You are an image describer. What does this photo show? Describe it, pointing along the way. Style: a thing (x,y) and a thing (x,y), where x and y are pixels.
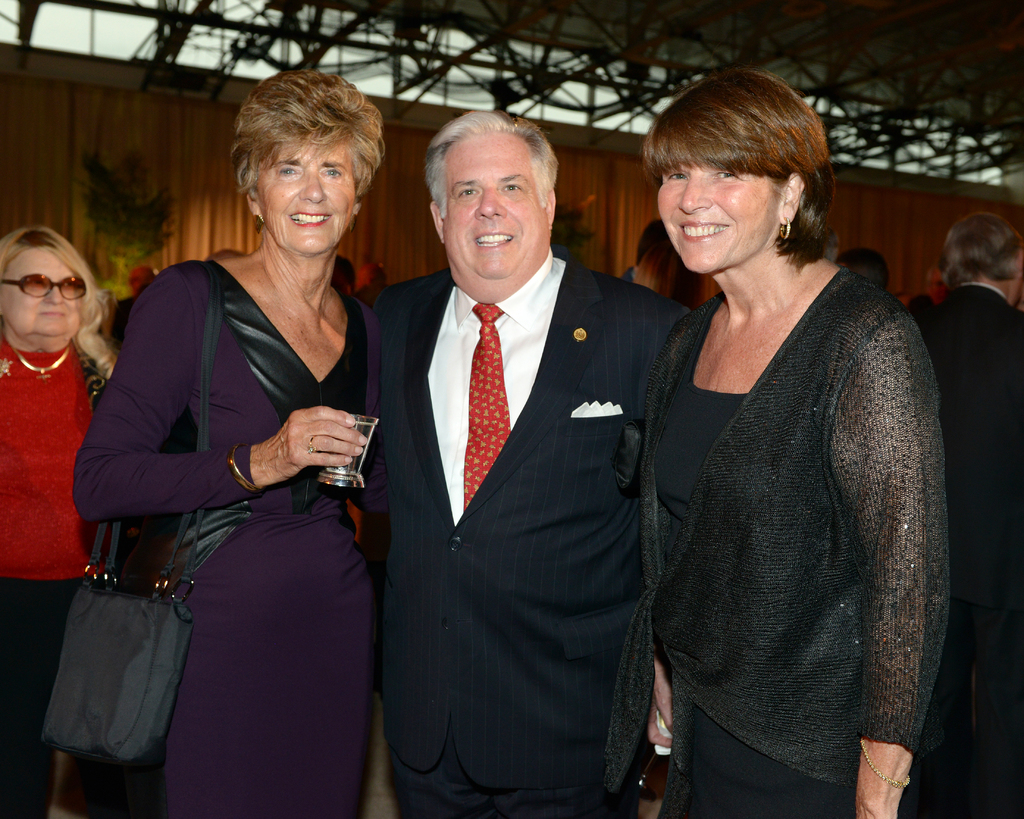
In this image I can see three persons (322,368) standing. The person (732,501) at right (755,500) wearing black color dress (731,496), the person (590,475) in the middle (590,475) wearing black blazer (542,471), white shirt (514,359), red color tie (498,366), and the person (289,385) at left (248,385) wearing purple color dress (293,546). Background (166,115) I can see the other person (87,315) standing and a wooden wall (130,124) and the sky (105,35) is in white color.
